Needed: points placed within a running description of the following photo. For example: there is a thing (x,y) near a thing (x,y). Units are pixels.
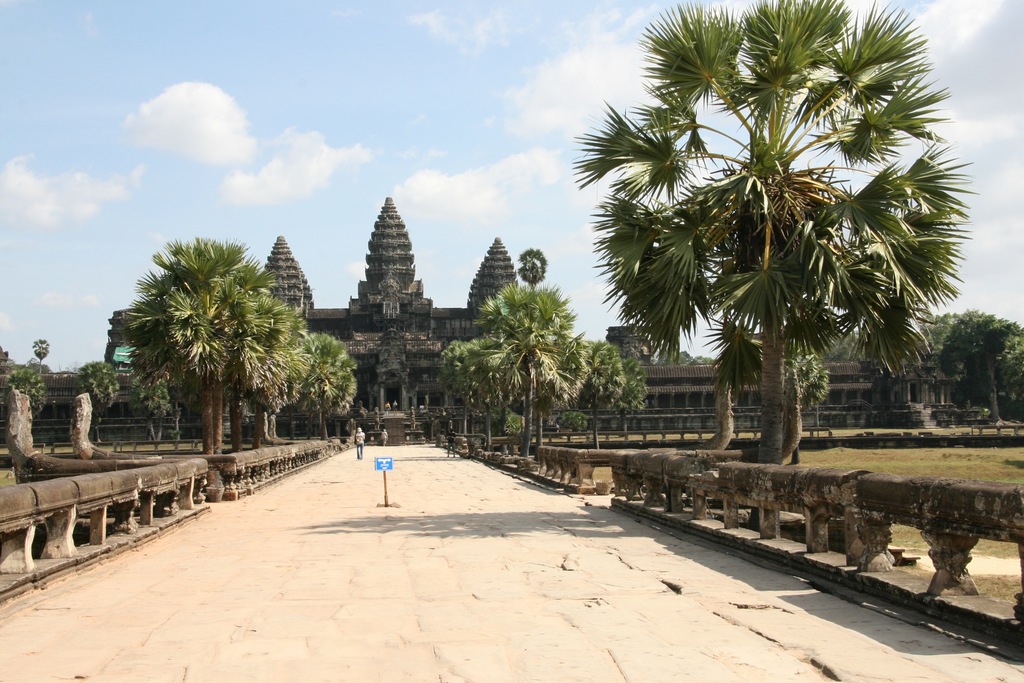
In this image there is an archaeological site (608,409), in front of the site (392,352) there are trees (141,357) and there are a few people (363,437) walking on the pavement (387,526), on the either side of the pavement (252,503) there is concrete fence (237,496).
